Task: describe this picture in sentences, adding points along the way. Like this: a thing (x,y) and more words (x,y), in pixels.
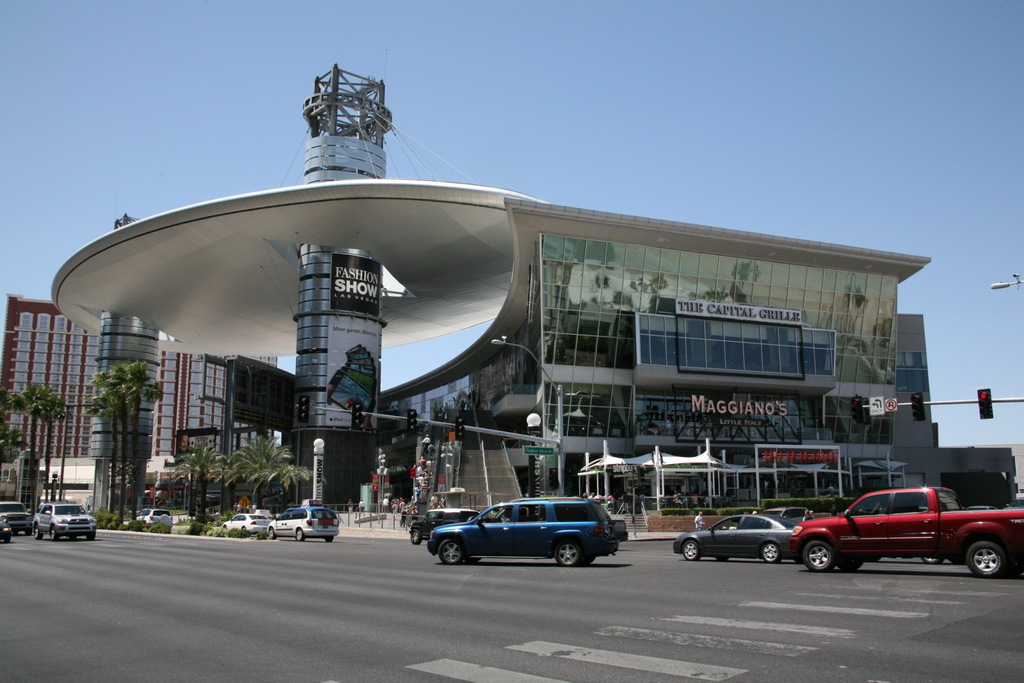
There is a road (312,593). On the road (280,544) there are many vehicles (865,526). Also there is a zebra crossing (738,636). On the right side (972,400) there is a traffic signal (987,396). In the back (406,313) there is a building (395,317). On the building (416,308) something is written. Also there are trees (264,442) in front of the building (779,479). There is a staircase (498,474) and glass windows (595,395) for the building (509,428). There is a tower (322,338) between the buildings (687,339) and a banner (345,302) is on that. In the background (239,98) there is sky (849,105) and building (206,385).
